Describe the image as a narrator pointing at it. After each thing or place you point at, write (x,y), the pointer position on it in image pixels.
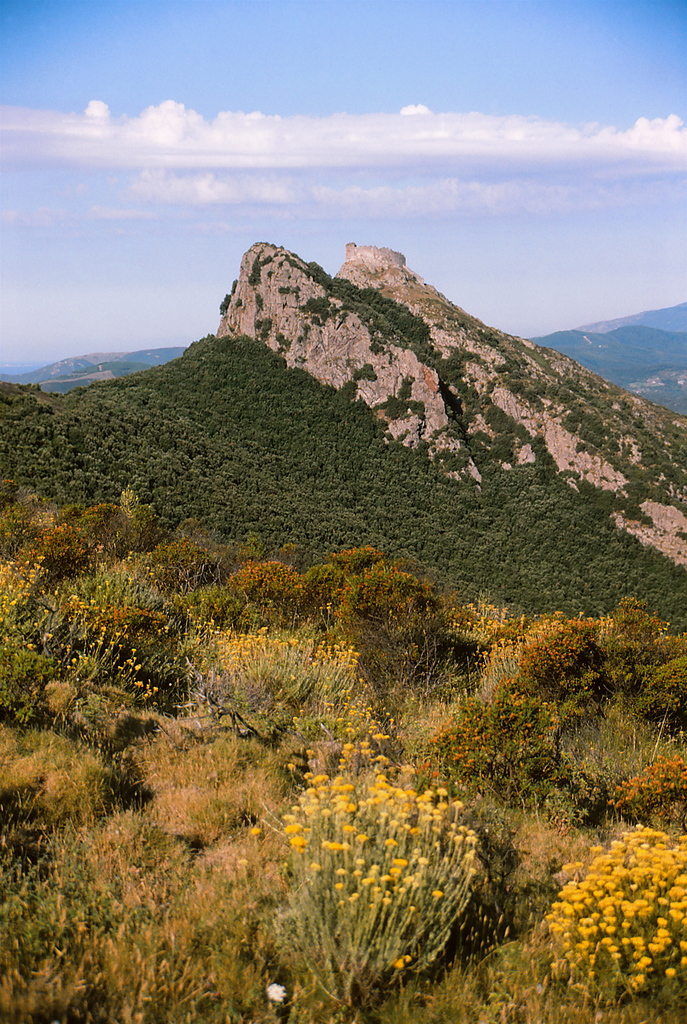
In this image I can see few plants (338,909) which are green, yellow and orange in color. In the background (497,305) I can see few mountains (397,348), few trees (403,506) on the mountains (315,372) and the sky (273,163).
